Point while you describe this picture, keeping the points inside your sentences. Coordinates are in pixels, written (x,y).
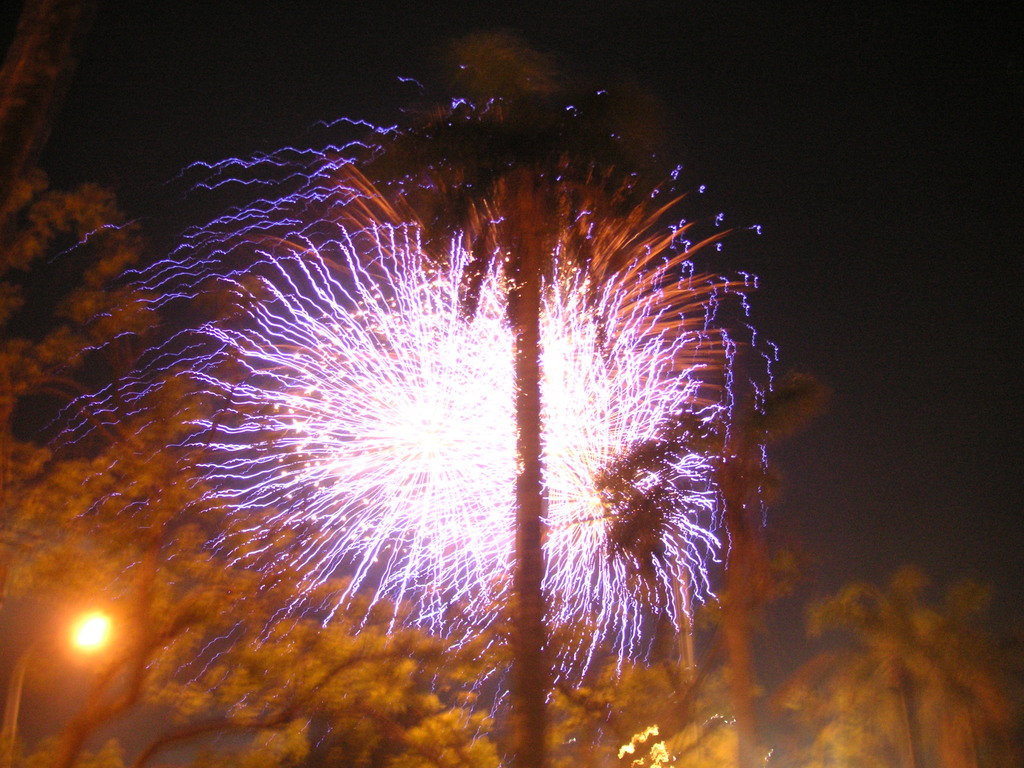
In this image I can see few colorful lights (677,610), background (94,606) the street light (84,642) is in yellow and orange color.
